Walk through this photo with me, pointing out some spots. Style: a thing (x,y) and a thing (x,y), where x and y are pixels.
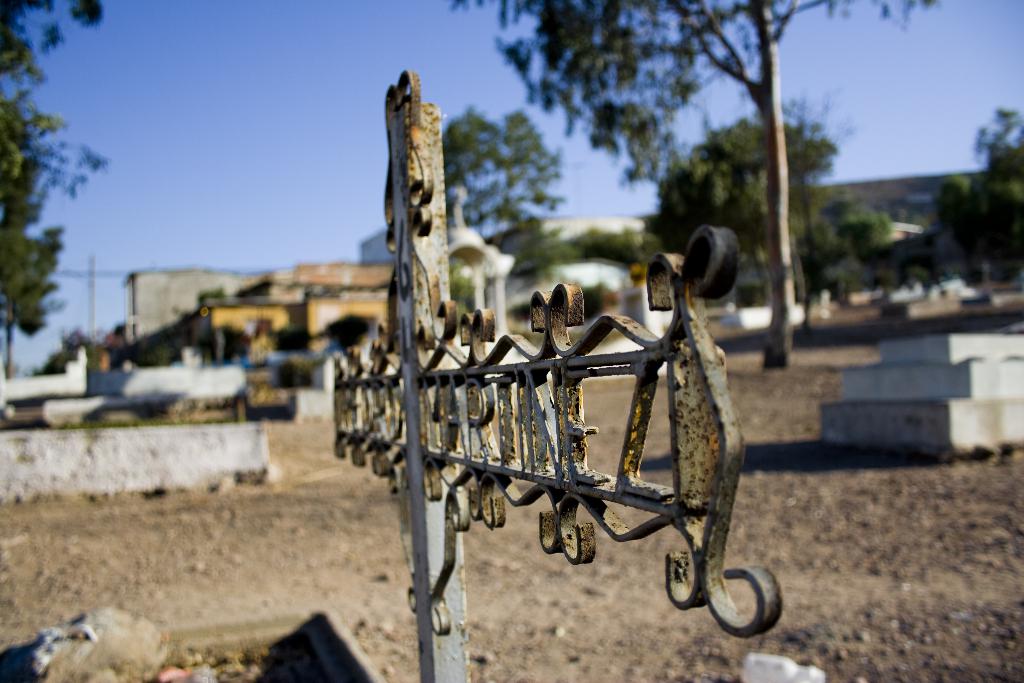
This is a picture taken in a cemetery (157,560). In the foreground (402,423) there is an iron frame (486,427). The background (25,326) is blurred. In the background (181,339) there are building (304,302) and trees (971,193). Sky (207,111) is clear and it is sunny.
